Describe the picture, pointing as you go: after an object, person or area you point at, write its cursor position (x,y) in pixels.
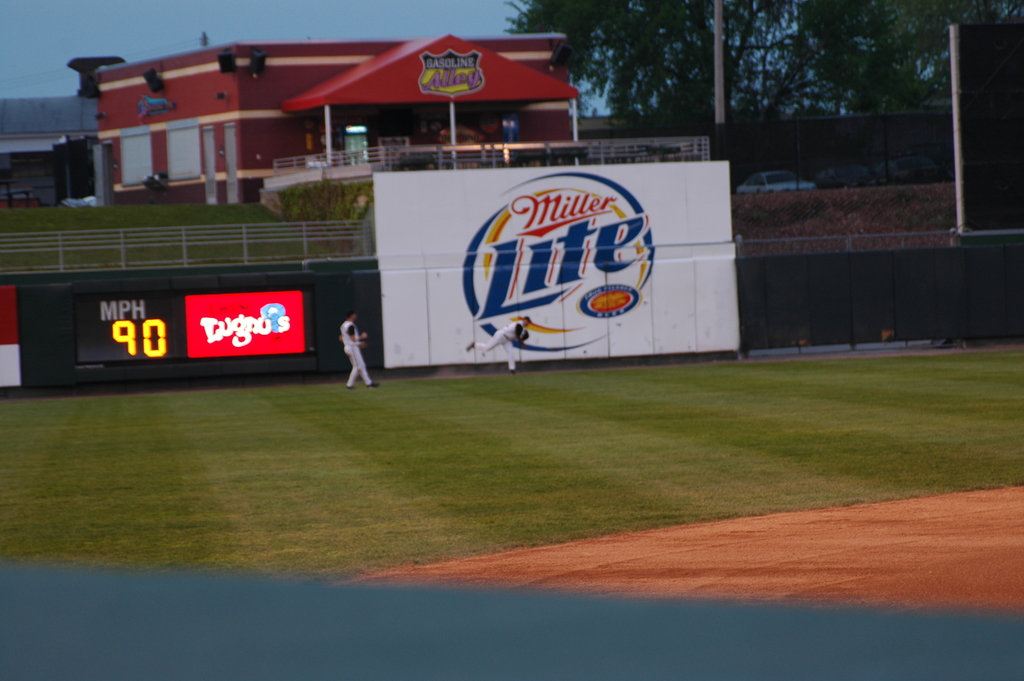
In this image, we can see people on the ground (497,452) and in the background (571,274), there are boards (440,193), a score board (209,293), fence (781,148), some vehicles (758,180), poles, buildings (126,101) and trees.
